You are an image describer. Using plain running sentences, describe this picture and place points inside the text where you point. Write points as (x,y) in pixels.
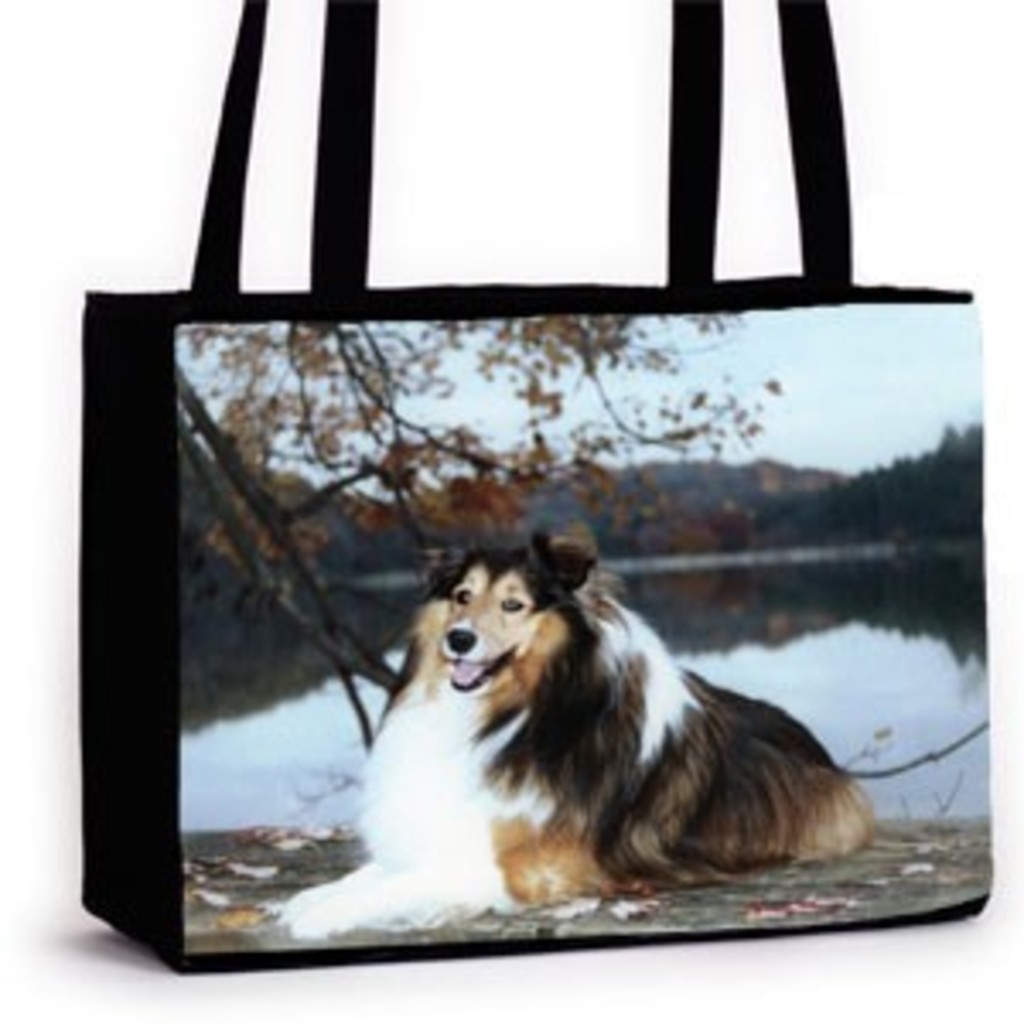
In this picture we can see a bag (728,469) with straps (717,38) to it and on bag (463,570) we can see a dog (631,723) sitting floor (897,832) and aside to this dog (651,683) we have water (761,582), trees (640,490), mountains (682,464), sky (594,431).
